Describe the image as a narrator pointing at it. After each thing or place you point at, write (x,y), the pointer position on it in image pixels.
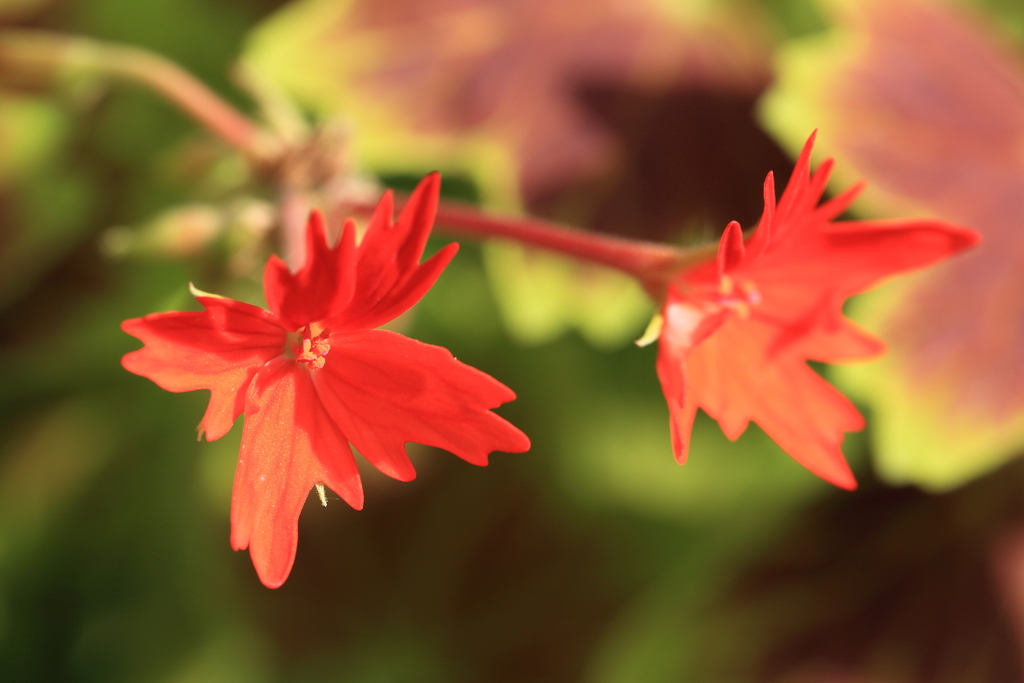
In this image, we can see flowers (797,304) on blurred background.
